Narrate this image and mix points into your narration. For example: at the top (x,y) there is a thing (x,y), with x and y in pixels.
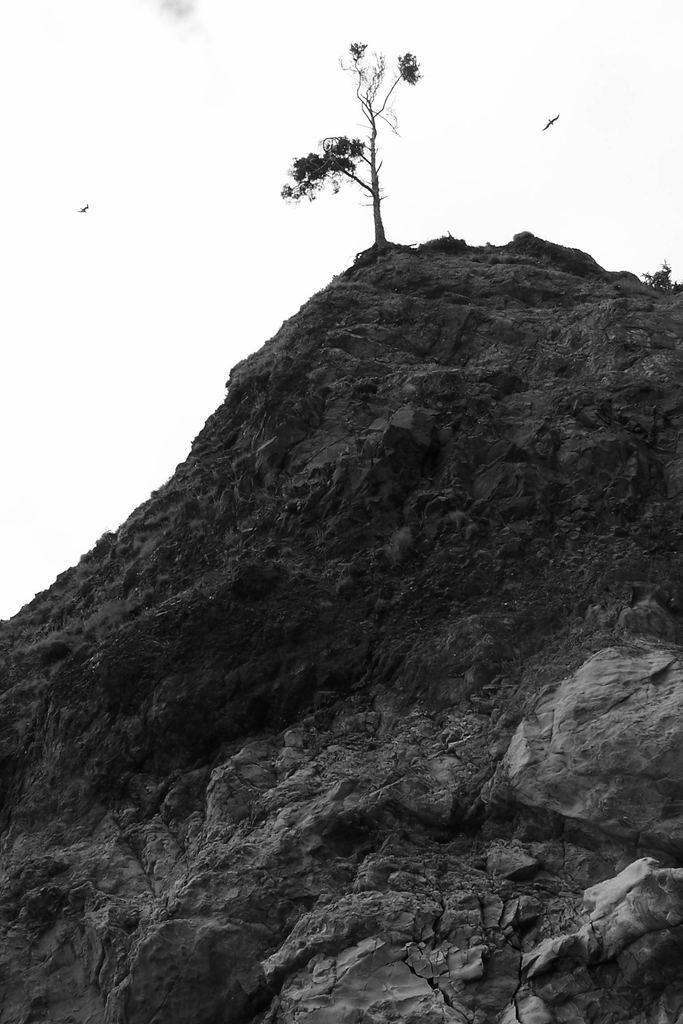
This is a black and white image. On the hill (344,494) there are rocks (386,479). On the top of the hill (363,270) there is a tree (375,209). In the background (148,121) there is sky (417,142).
